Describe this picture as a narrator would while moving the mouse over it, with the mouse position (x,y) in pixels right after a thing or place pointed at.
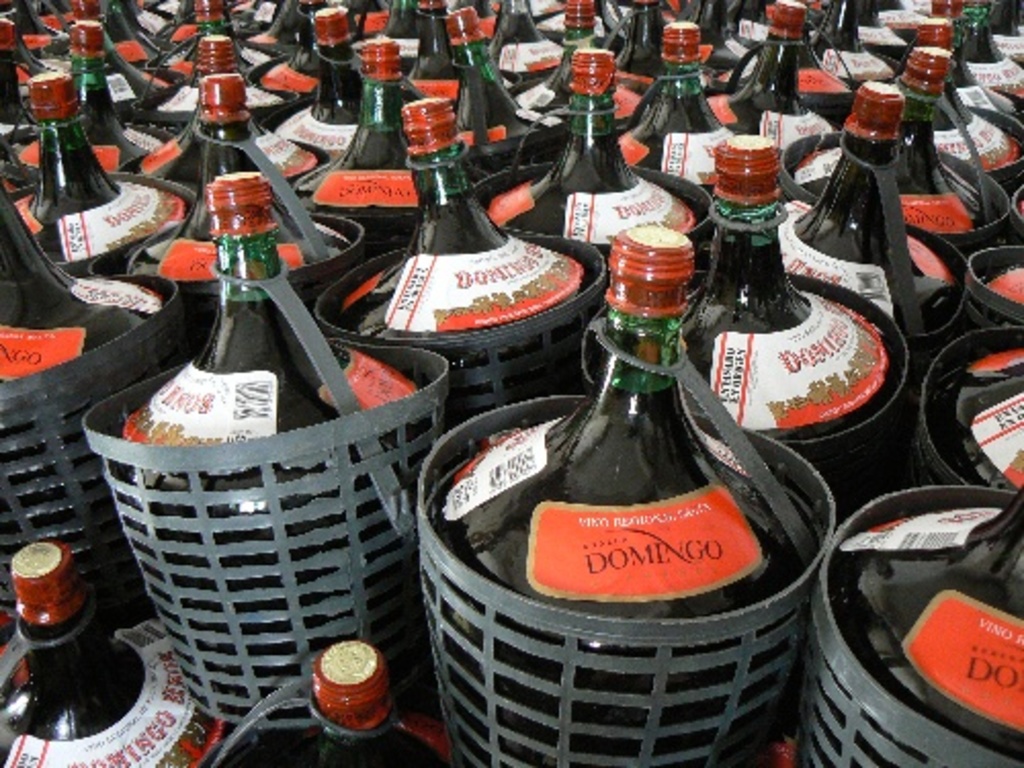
there are lot of bottles (299,365) on a plastic baskets (207,504).
